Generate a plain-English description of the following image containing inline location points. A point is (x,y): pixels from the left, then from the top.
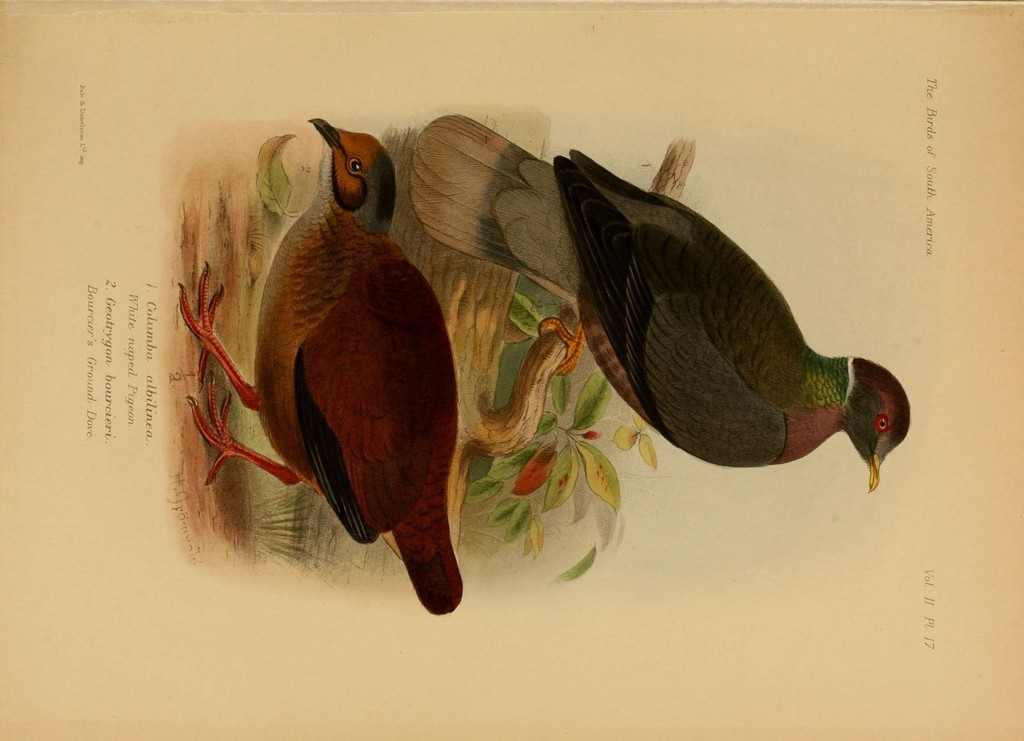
This image consists of a paper (720,545) with an art (305,166) of two birds (405,288) and there is a text (157,338) on it.
